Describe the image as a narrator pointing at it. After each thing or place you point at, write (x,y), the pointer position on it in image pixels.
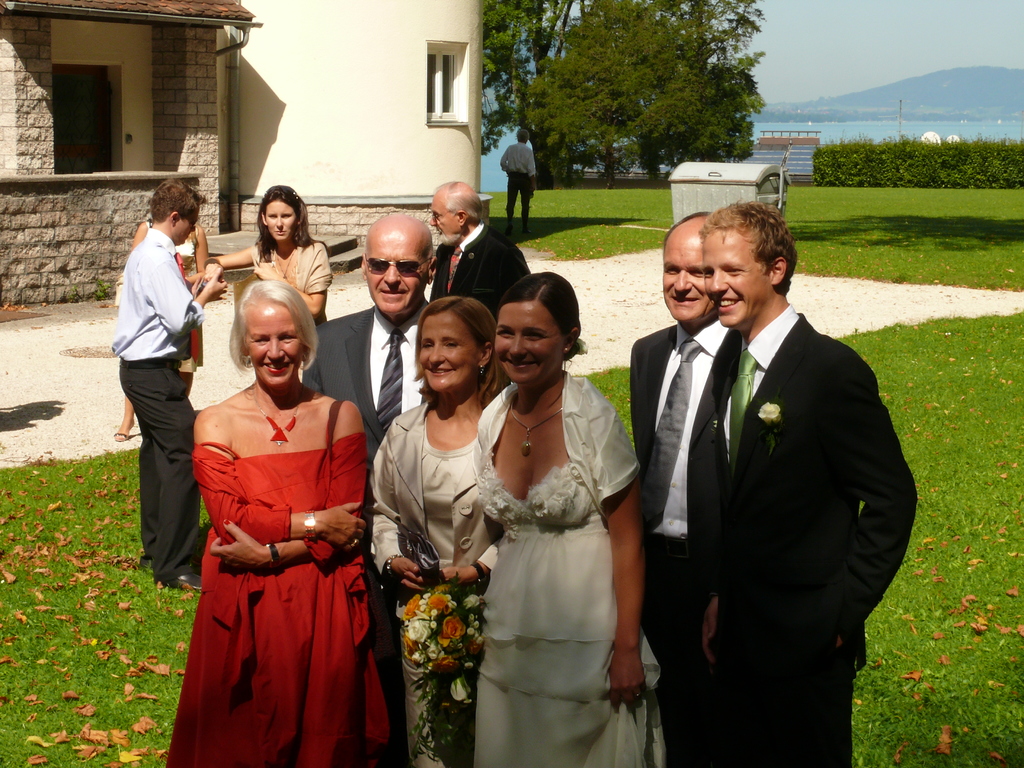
Here men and women (499,642) are standing, these are trees (711,67), this is building (253,211), these is grass (949,474).
